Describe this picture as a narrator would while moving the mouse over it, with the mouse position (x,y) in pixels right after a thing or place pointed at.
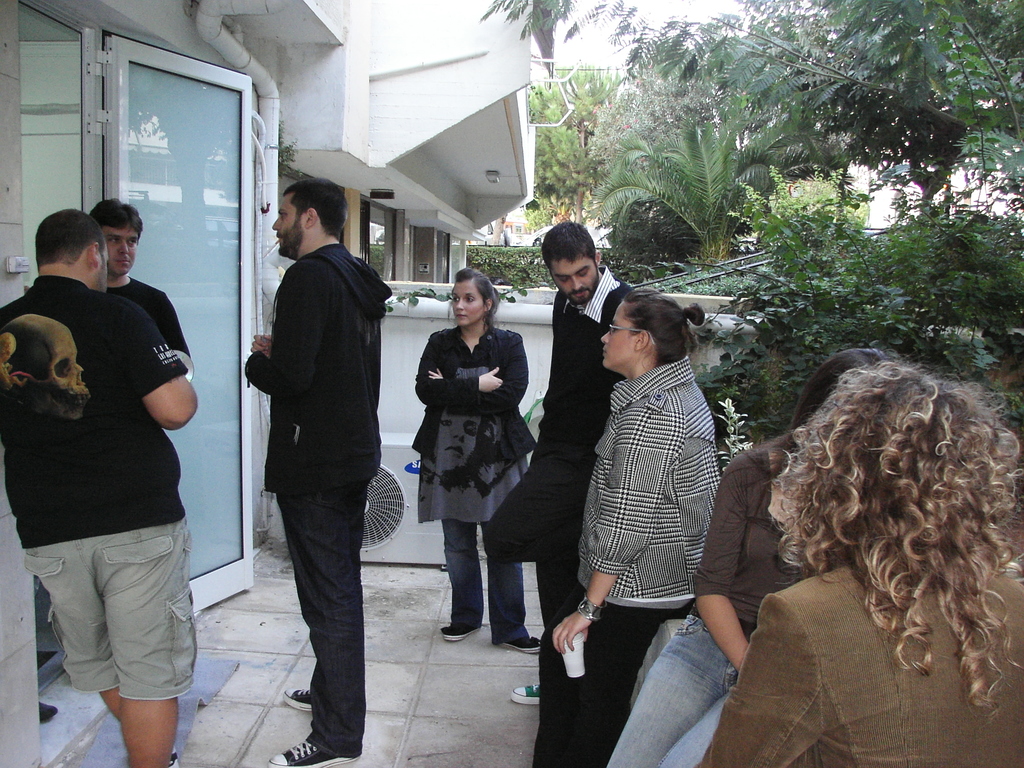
this image consists of many people (512,408) standing and talking. To the left (106,113), there is a door (120,115). In the background (412,150), there is a building (510,202) along with trees (737,182) and plants (828,205).
